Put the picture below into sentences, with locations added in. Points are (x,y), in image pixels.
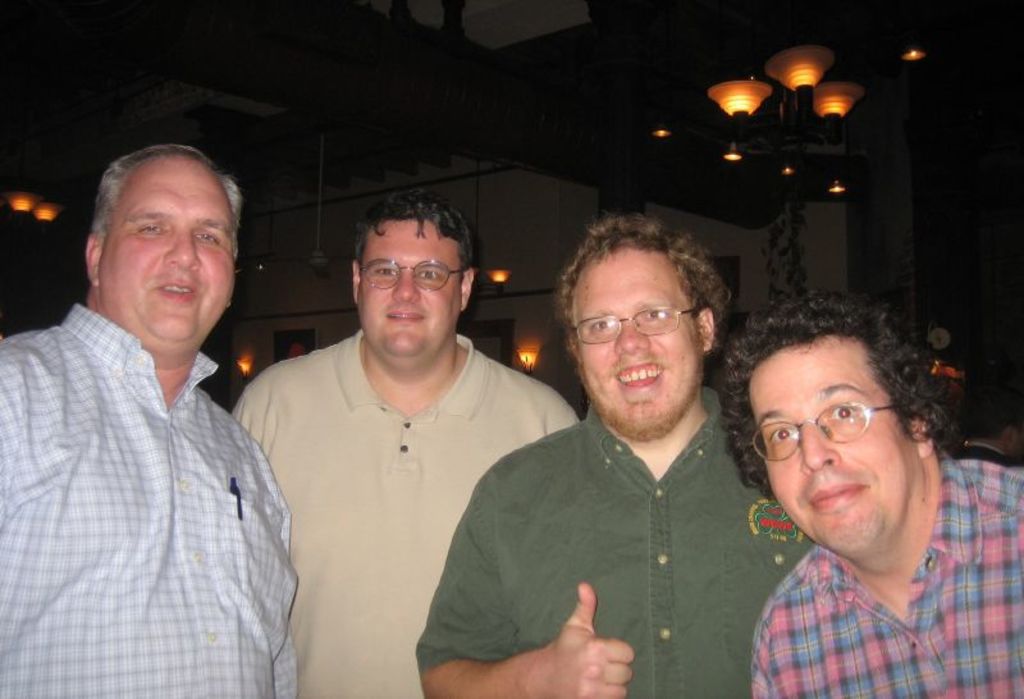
In the center of the image (602,377), we can see people (713,298) standing and smiling and wearing glasses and in the background (801,134), there are lights (831,135) and we can see a fan (322,183) and a wall (517,204). At the top (506,30), there is roof (554,138).
